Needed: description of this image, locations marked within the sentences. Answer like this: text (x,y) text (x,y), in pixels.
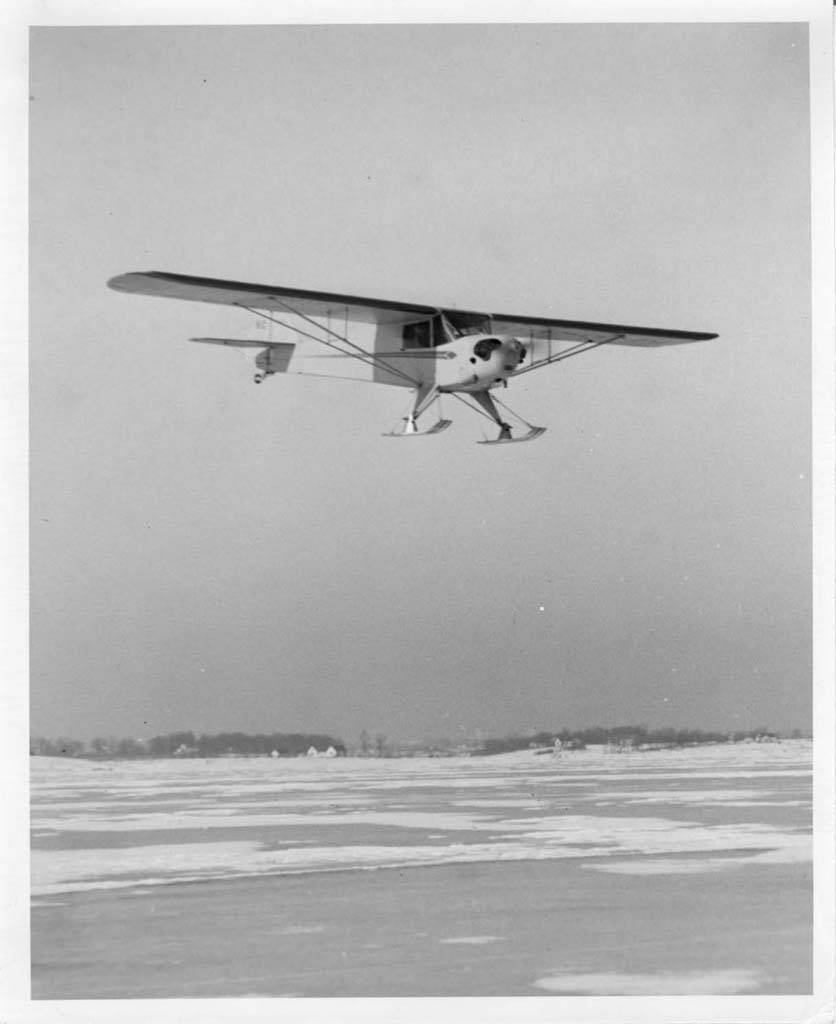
In this image we can black and white picture of an airplane (456,368) flying in the sky (546,679). In the background (261,800), we can see a group of trees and the water (680,773).
